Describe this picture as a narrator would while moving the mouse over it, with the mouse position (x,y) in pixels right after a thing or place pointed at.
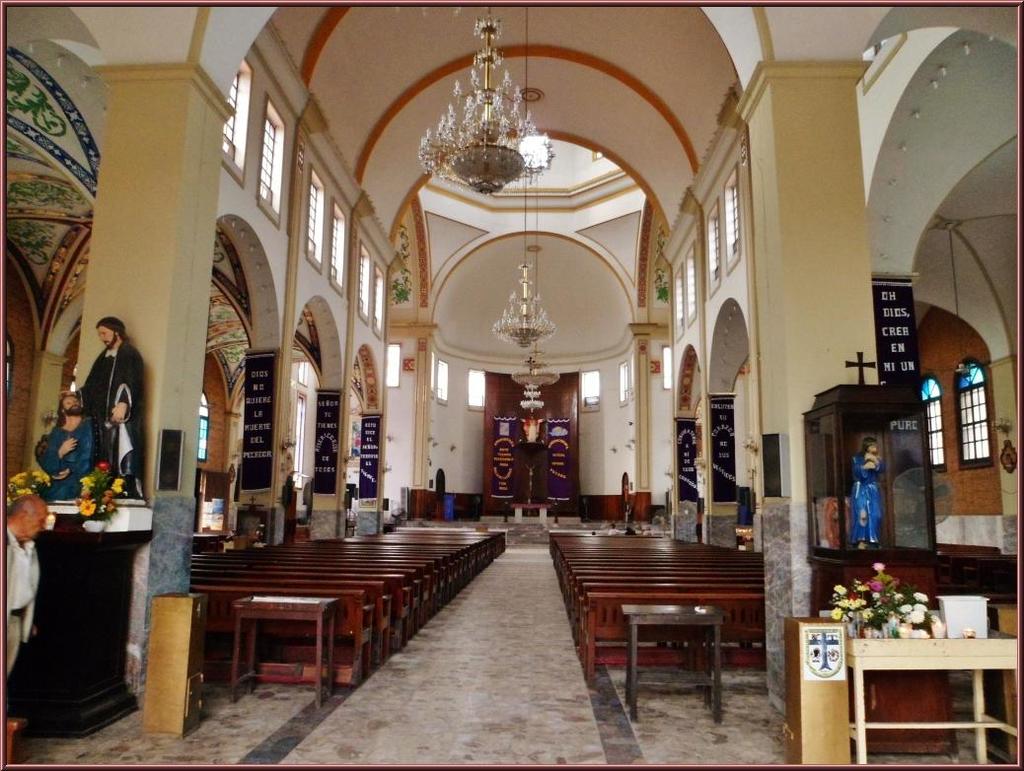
This is inside a church (396,503). There are benches (365,575), pillars (85,330) and windows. On the ceiling (416,66) there are chandeliers (516,324) hanged. Also there are statues (132,456). And there are some posters (258,388). Also there are flower bouquets (869,623). On the wall (345,331) there are paintings (373,368).
